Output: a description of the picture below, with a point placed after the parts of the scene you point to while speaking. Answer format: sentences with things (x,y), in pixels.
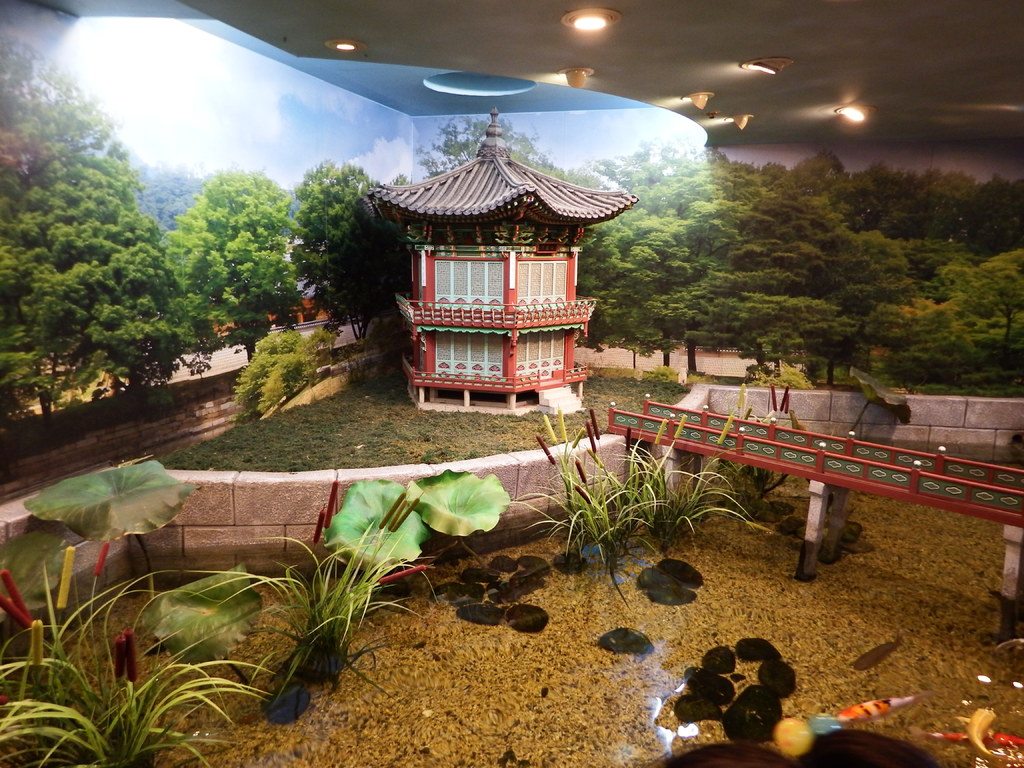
In this image we can see there is a poster (188,149). And there is a building (514,258), bridge (640,417), grass (260,462), trees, wall (510,469) and water (696,638). In the water (775,597) there are stones (529,577), fishes (882,711) and plants (629,507). At the top (852,47) there is a ceiling (733,81) and lights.
